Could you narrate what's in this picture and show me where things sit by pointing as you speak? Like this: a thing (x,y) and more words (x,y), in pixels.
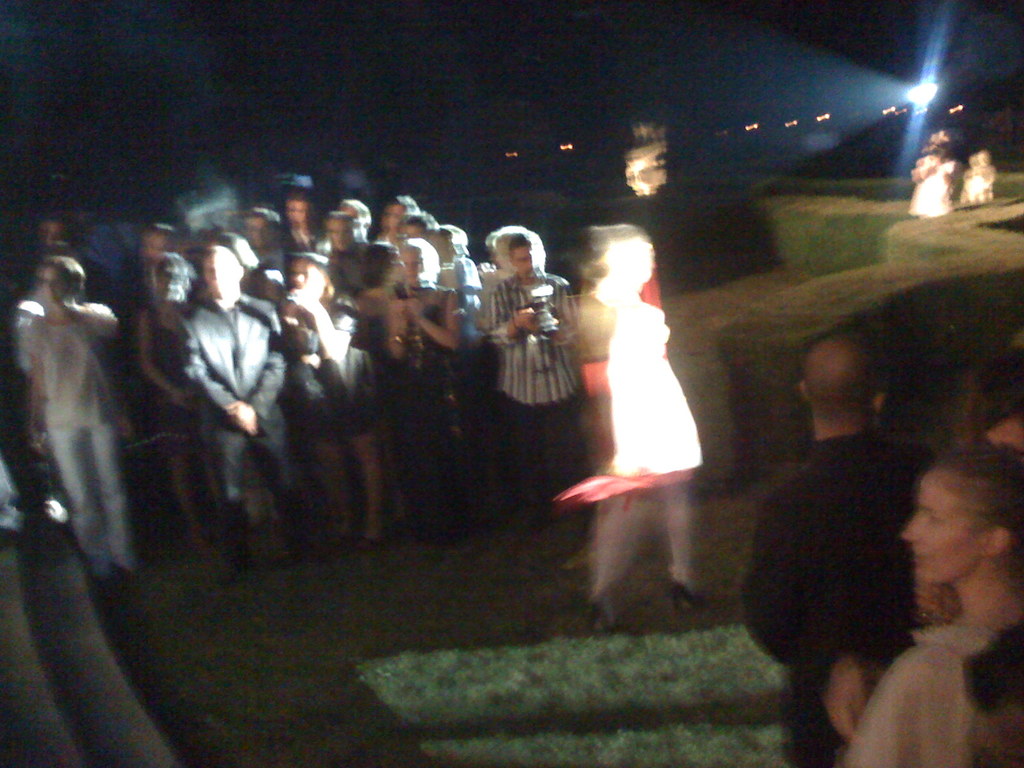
In this image in the center (643,389) there is one person (658,442) who is dancing, and on the left side (180,360) there are some people (317,351) who are standing. On the right side (901,545) there are some people (898,552) who are standing, and at the bottom (648,591) there is a walkway (646,607) and some stairs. In the background (768,204) there are some plants (908,181) and some persons (950,148) and also some lights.
